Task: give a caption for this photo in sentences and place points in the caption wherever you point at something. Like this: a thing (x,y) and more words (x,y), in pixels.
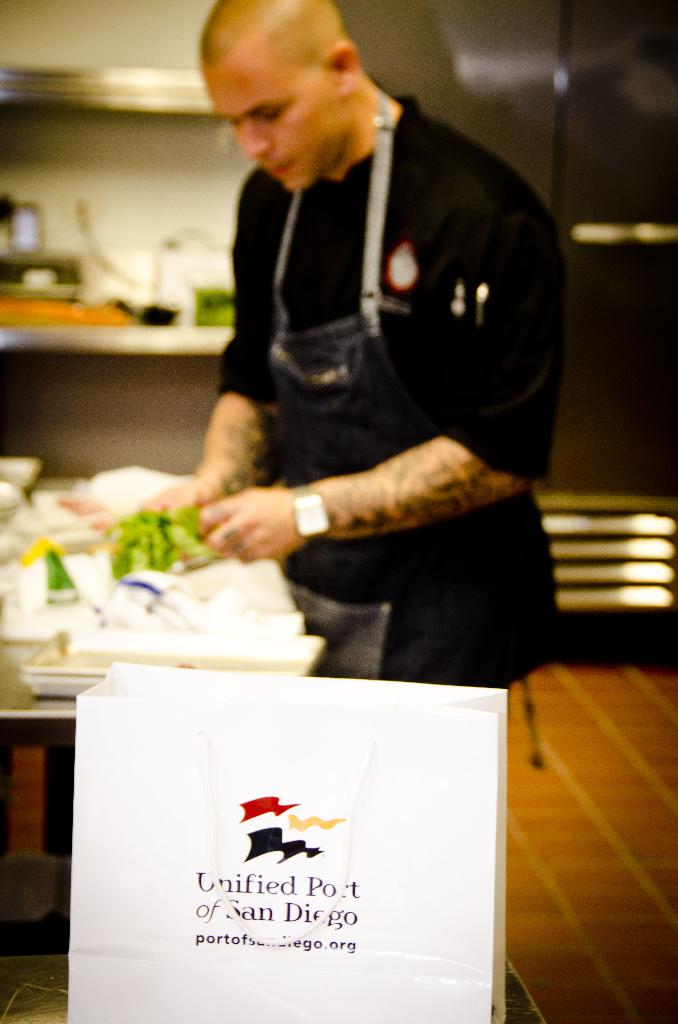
In this image there is a bag (446,890), on that bag (244,925) there is some text (271,917), in the background (332,292) there is a person (335,322) standing near the person (214,491) there is a table (19,651), on that table (26,645) there are plates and other objects (153,564).
